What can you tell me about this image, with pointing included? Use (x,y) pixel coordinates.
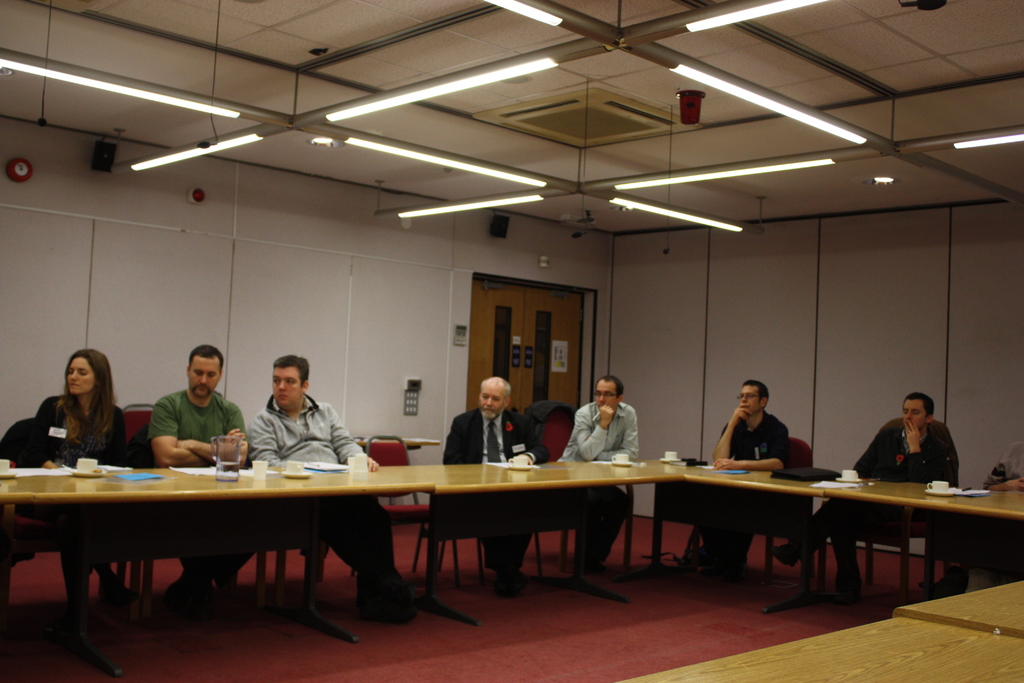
In this picture there are a group of people (372,496) sitting and they have a table (70,480) in front of them with coffee cup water jar (224,462) and in the middle (494,350) we find the door (480,365).
